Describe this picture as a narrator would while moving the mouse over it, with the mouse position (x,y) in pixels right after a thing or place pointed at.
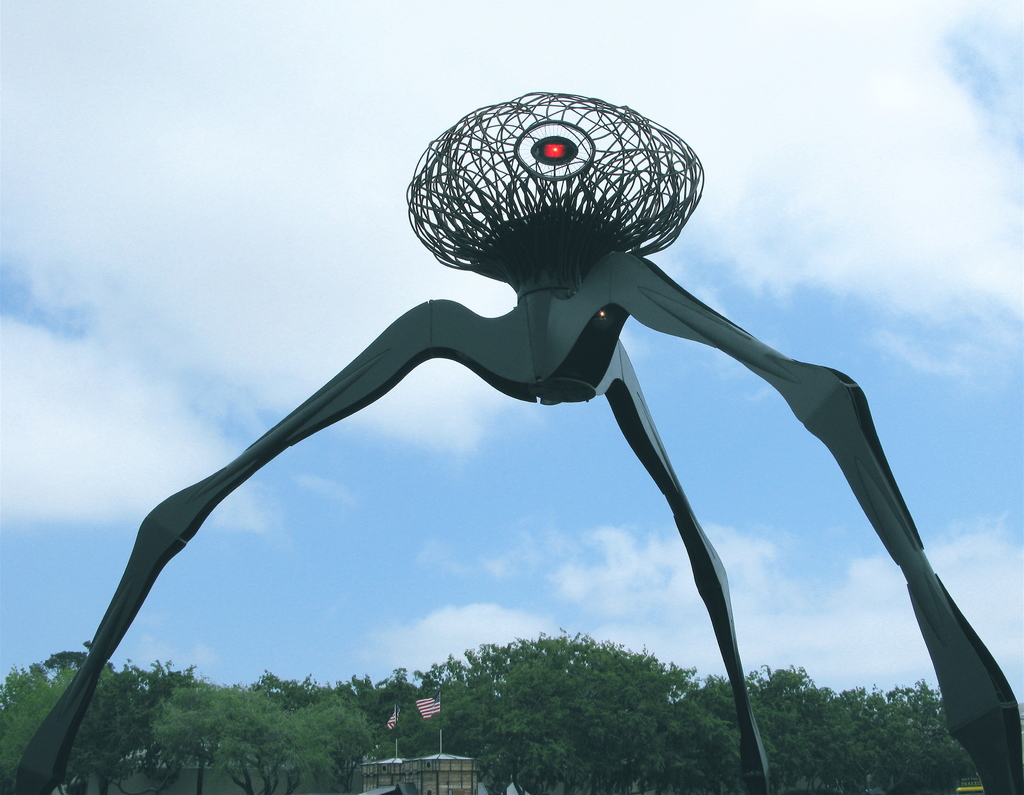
At the center of the image (589,273) there is a metal structure (527,359). At the bottom of the image (425,774) there is a building (420,764) and two flags (428,715) on the building (405,761), behind the building (427,777) there are trees (553,679). In the background (222,327) there is a sky (190,323).
